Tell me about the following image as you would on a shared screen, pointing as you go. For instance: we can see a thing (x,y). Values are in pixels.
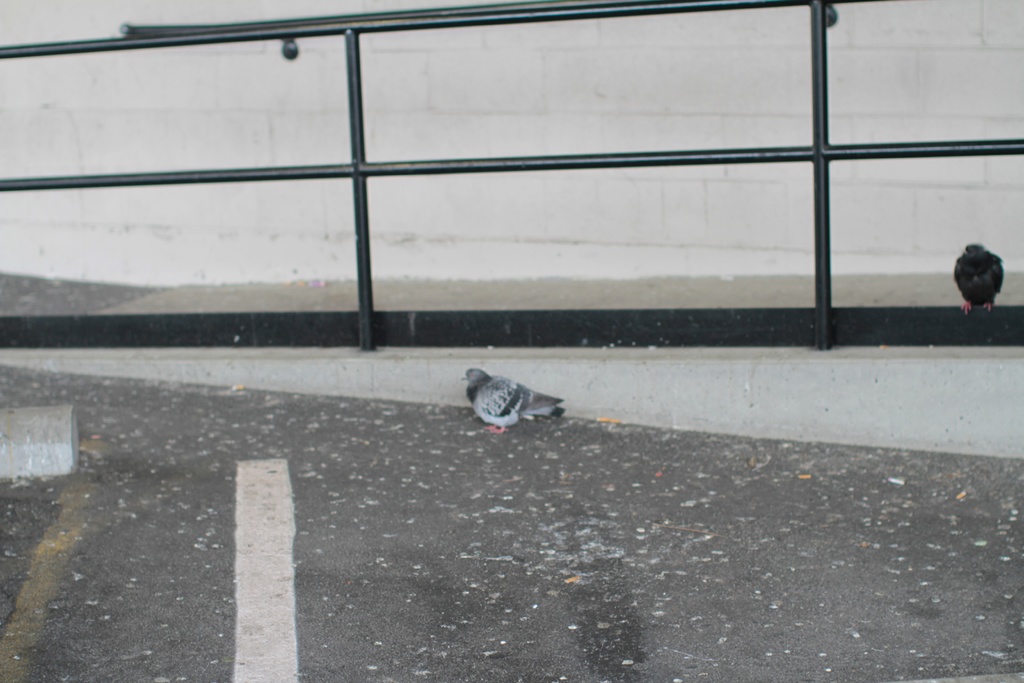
In this image there are two pigeons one standing on the road (516,470) and other is standing at the fence (977,332) beside that there is a wall (928,241).
